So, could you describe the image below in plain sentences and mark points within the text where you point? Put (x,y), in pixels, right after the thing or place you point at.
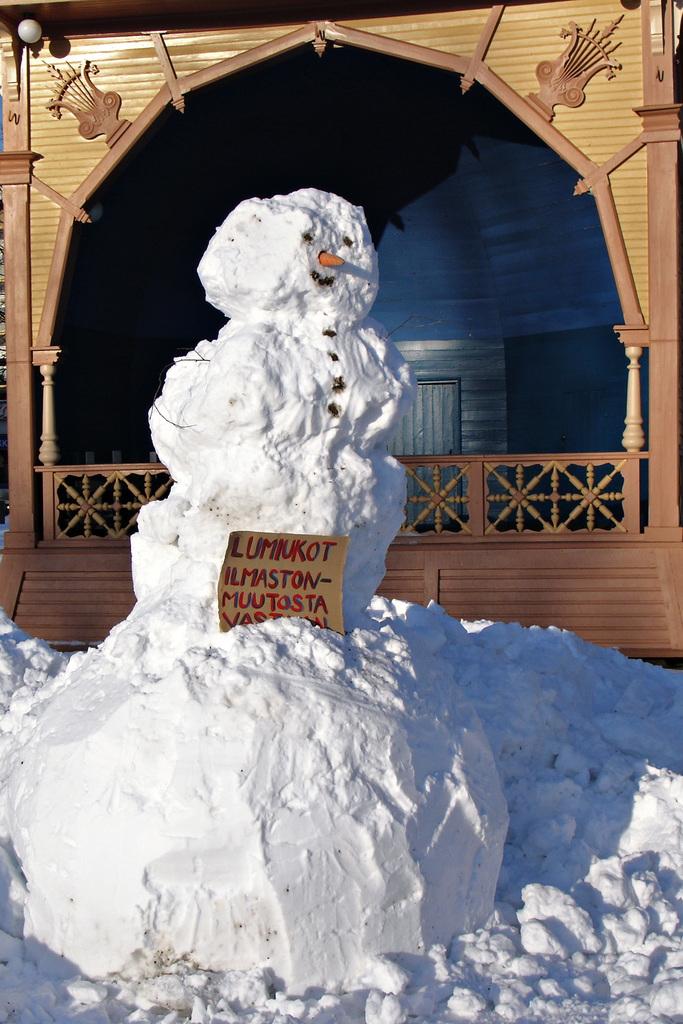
In this image in the front (261,598) there is a statue (256,532) made up of a snow (227,492) with some text (297,593) written on it and in the background (106,239) there is a shelter (472,129).
